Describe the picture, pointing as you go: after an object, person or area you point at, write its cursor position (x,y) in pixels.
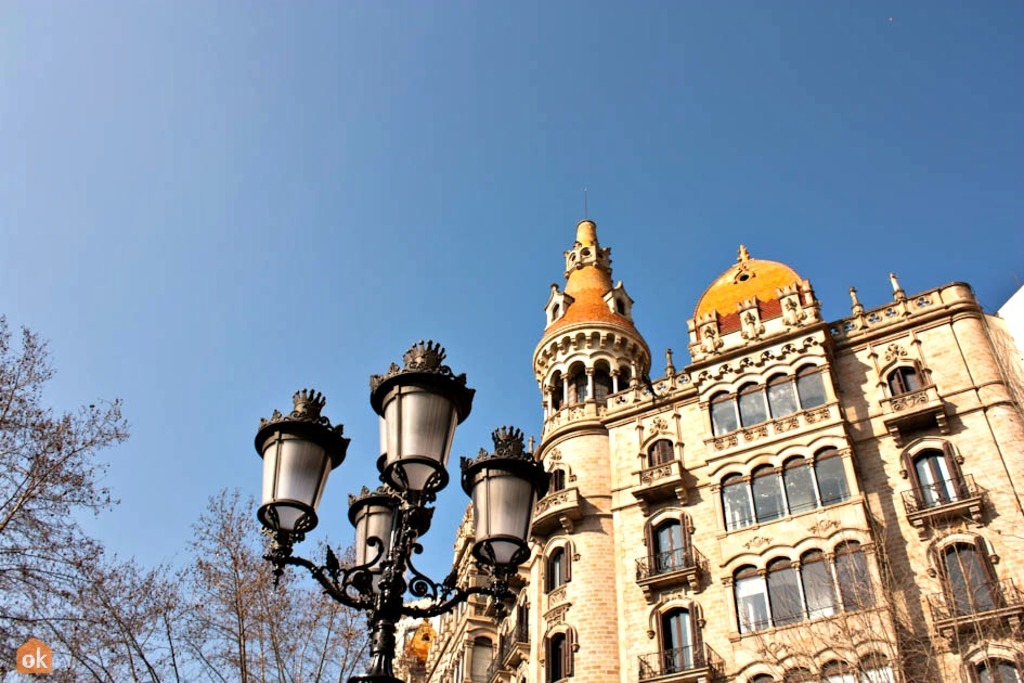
As we can see in the image there are buildings (669,556), trees (72,575) and street lamps (412,488). On the top (447,132) there is sky (433,106).
